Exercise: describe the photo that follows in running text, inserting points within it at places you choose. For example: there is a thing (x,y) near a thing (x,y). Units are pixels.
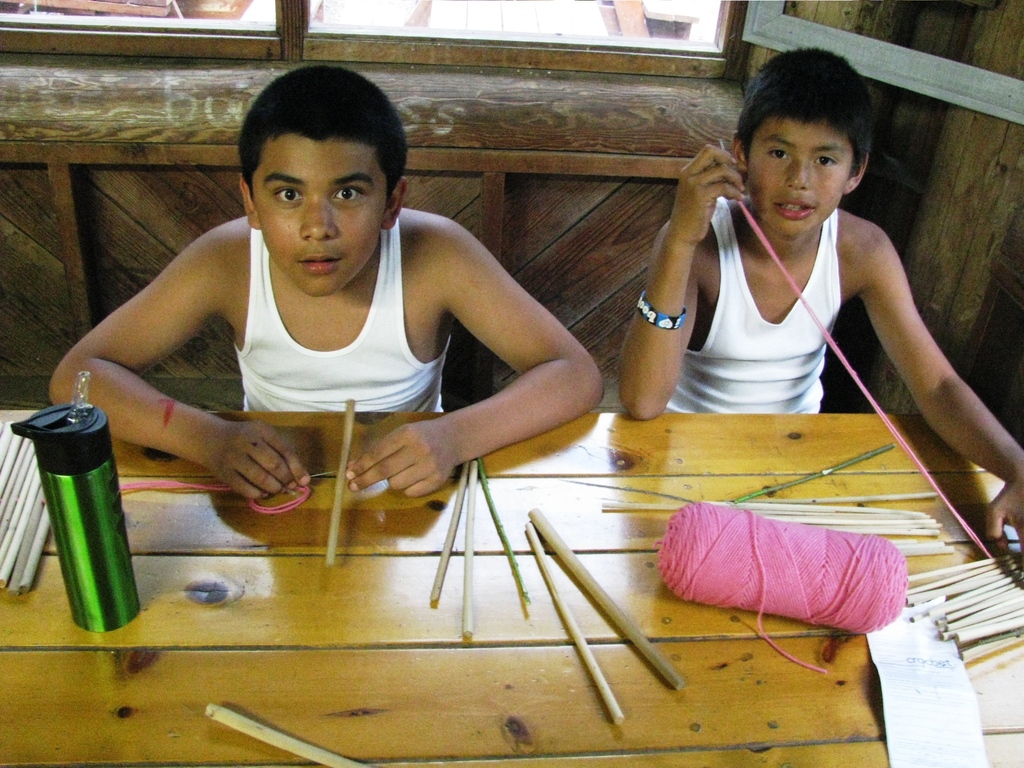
In this image we can see two persons (690,242) sitting near the table (324,646), a person (800,266) is holding a thread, there are few sticks (21,537), a thread (789,560), a bottle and a paper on the table (461,695) and in the background (133,82) there is a window (583,41) and a wooden wall (879,187).
